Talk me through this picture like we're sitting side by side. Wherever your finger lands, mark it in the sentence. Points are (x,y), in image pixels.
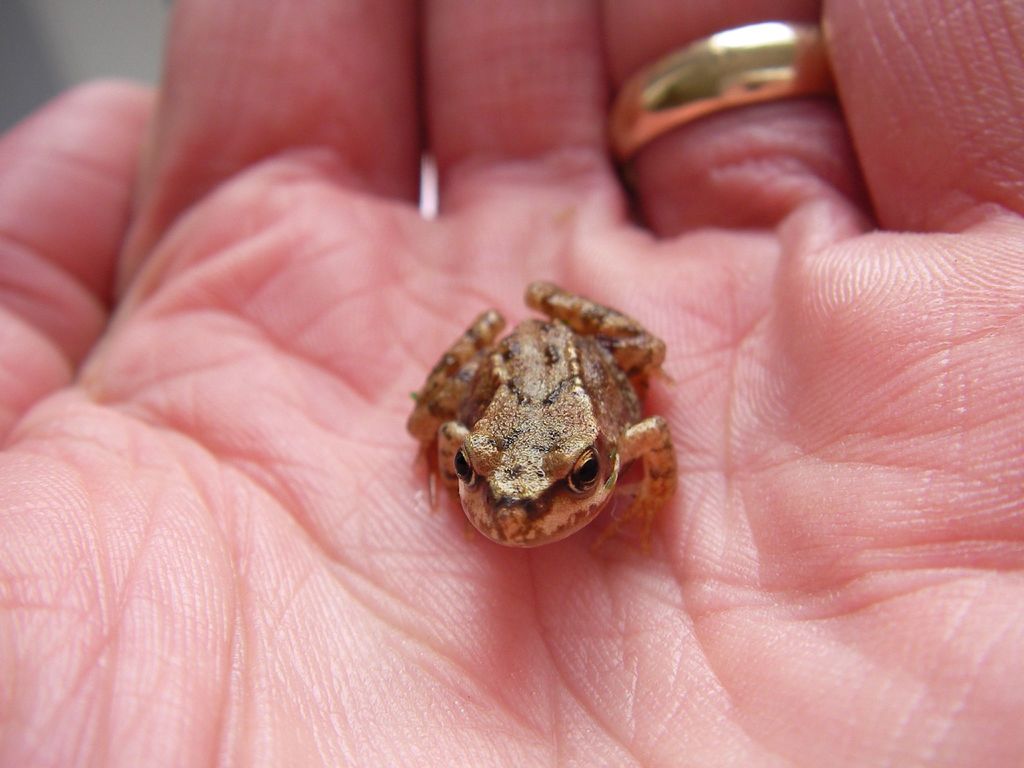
In the image there is palm (907,657) of a person (296,199) and there is a ring (805,68) to the one of the finger (748,63) and there is a frog (536,489) on the palm (388,468).
